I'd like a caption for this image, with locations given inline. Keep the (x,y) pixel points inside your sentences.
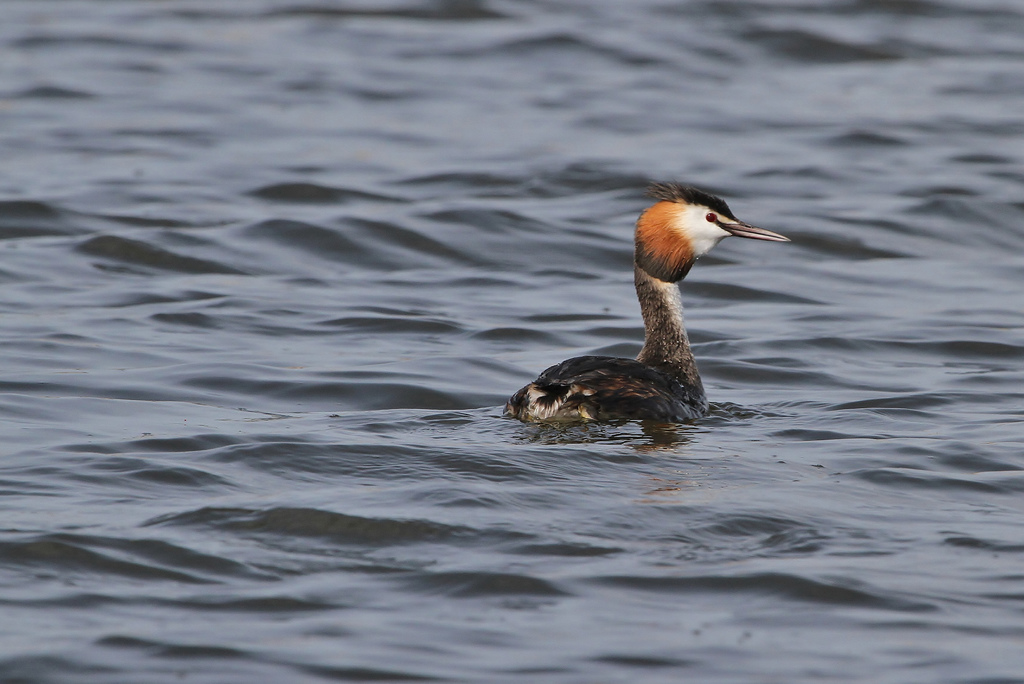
In the image in the center (663,377) we can see one bird (679,329) in the water (476,409), which is in black, orange and white color.
